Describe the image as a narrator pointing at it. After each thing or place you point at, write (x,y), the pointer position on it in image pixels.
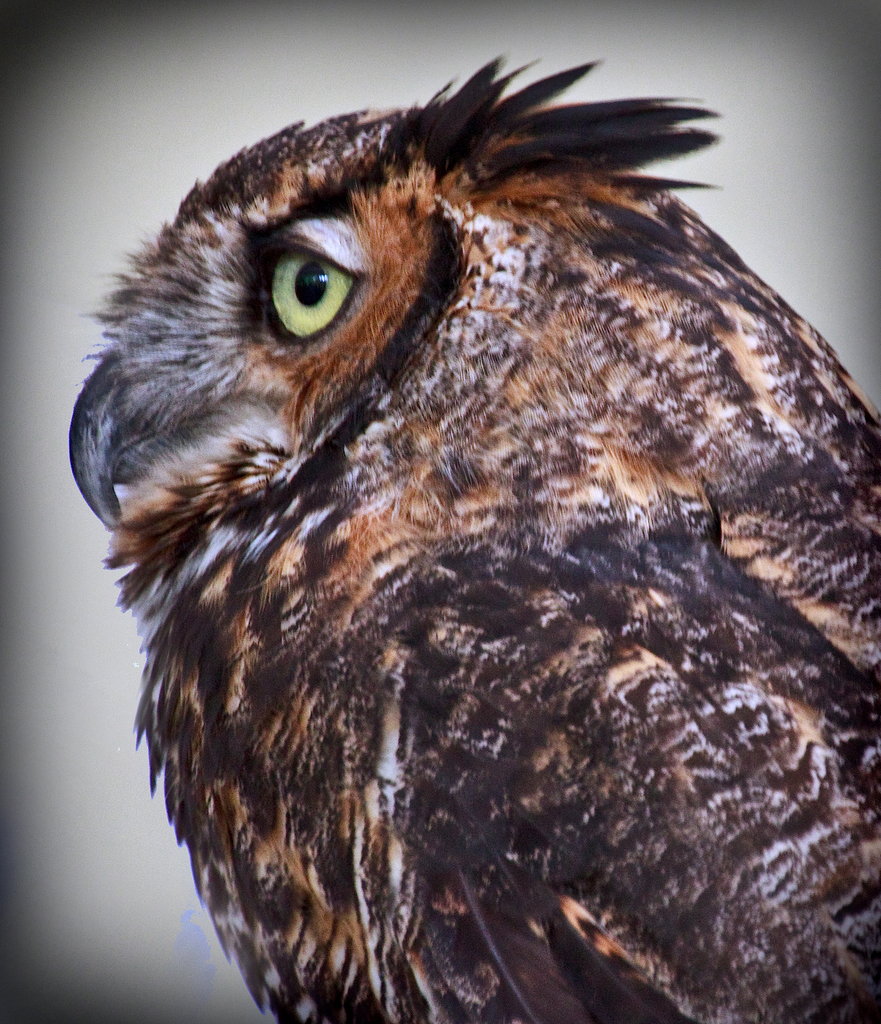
We can see owl (392,212). In the background (136,152) it is white color.
